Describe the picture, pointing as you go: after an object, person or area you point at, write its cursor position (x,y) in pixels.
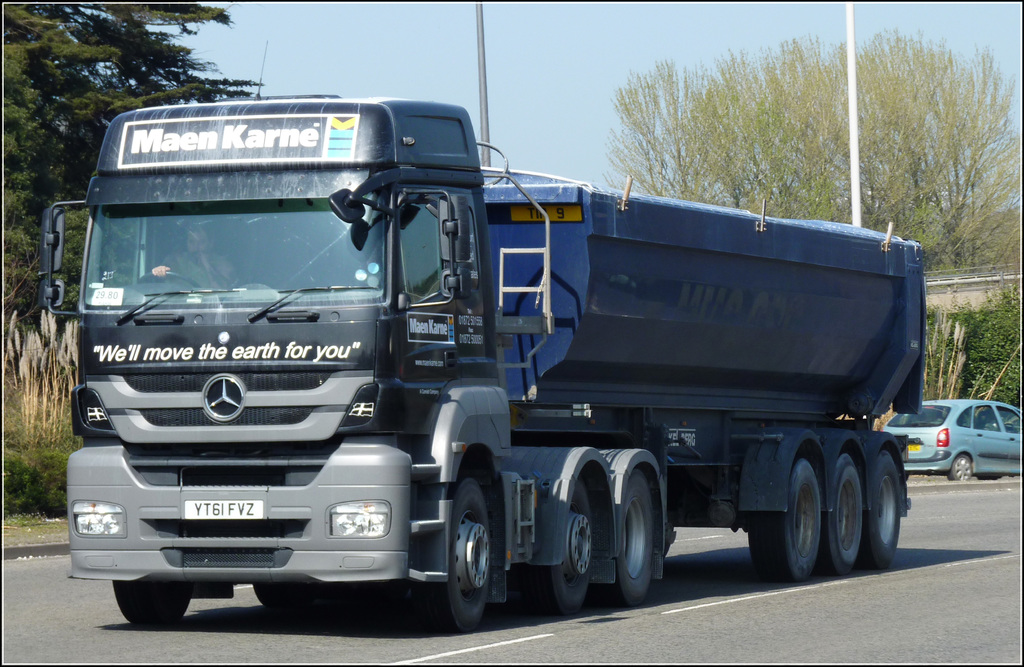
In this image we can see a vehicle (327,374) and a person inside it. On the vehicle (229,288) we can see some text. Behind the vehicle (447,208) we can see trees (808,135), poles (852,125) and plants (53,424). On the right side (969,427), we can see a car (967,401), plants (1000,354) and a wall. At the top (582,58) we can see the sky (573,68).
